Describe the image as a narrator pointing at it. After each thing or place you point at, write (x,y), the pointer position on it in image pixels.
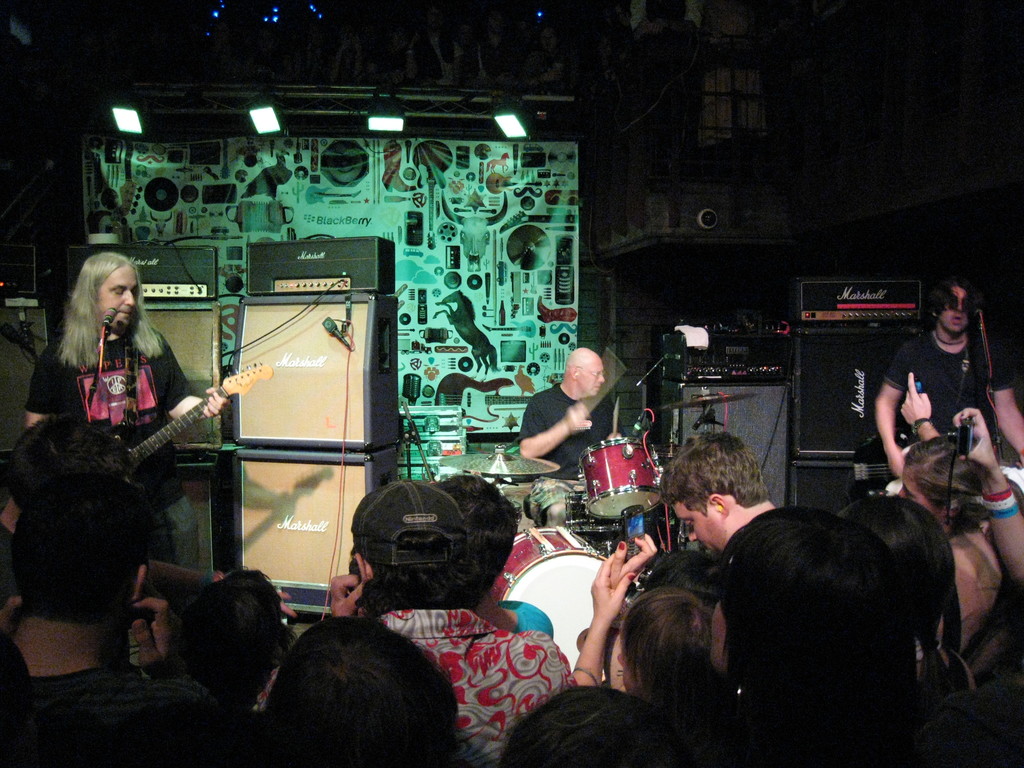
These two persons (77,347) are standing and playing guitar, this person (564,411) sitting and playing drum (600,489). On the background (514,219) we can see banner (406,184), focusing lights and musical instruments (839,347). These are audience (610,605) and this person (694,656) holding mobile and this person (985,608) holding camera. There are microphones (29,347) with stands (996,441).
